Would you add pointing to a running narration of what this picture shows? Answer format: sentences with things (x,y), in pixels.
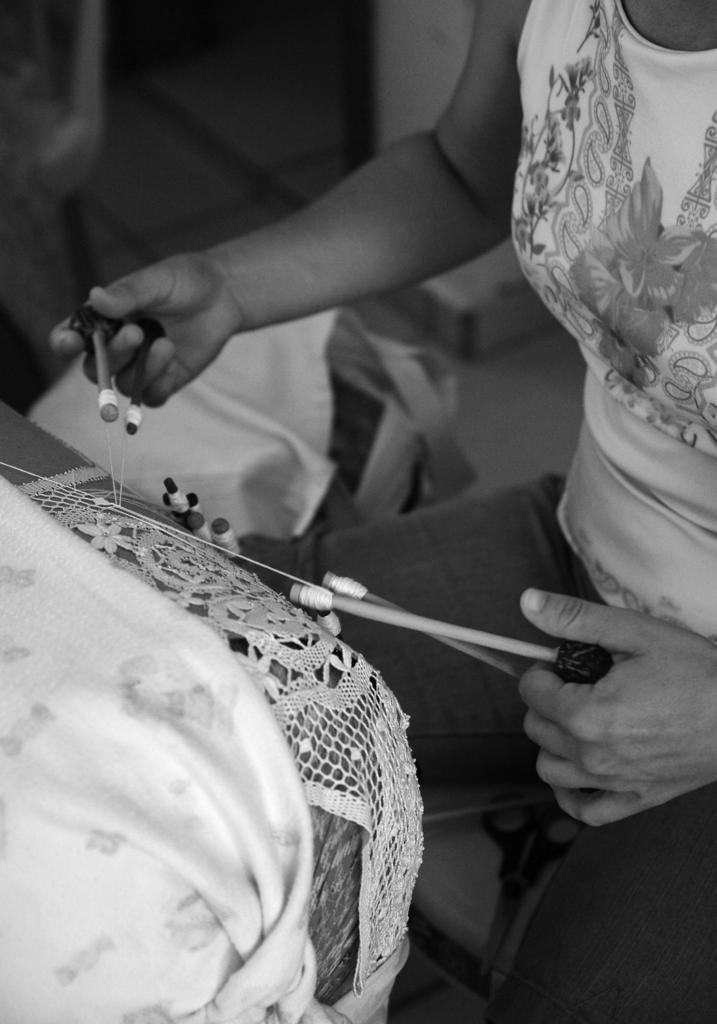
There is a person (576,243) on the right side of the image (553,552) he is doing thread work (233,594) and there is a lace pillow (285,632) on the left side (216,622). There are some objects (368,4) in the background area (406,56).
